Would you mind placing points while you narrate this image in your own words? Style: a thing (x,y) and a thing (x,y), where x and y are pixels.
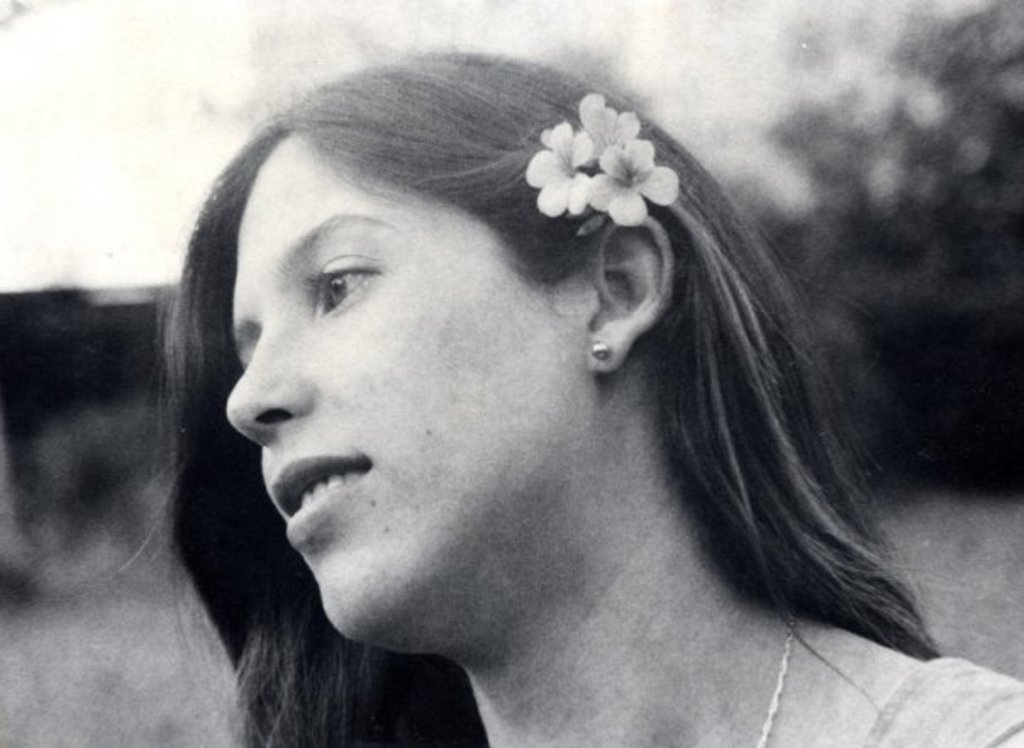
It is a black and white image. In this image we can see a woman (593,348) with the flowers (612,177) and the background (86,31) is blurred.
